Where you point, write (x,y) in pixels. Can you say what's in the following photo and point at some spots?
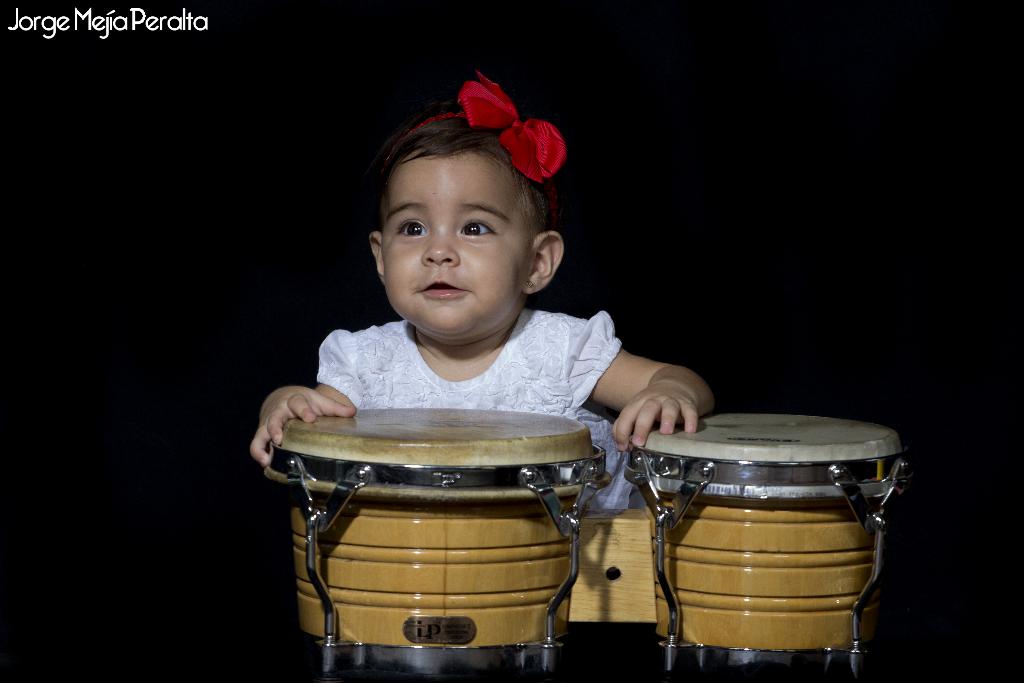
This kid (404,259) in white dress (405,354) is highlighted in this picture. In-front of this kid (495,267) there are 2 musical drums (517,541).
